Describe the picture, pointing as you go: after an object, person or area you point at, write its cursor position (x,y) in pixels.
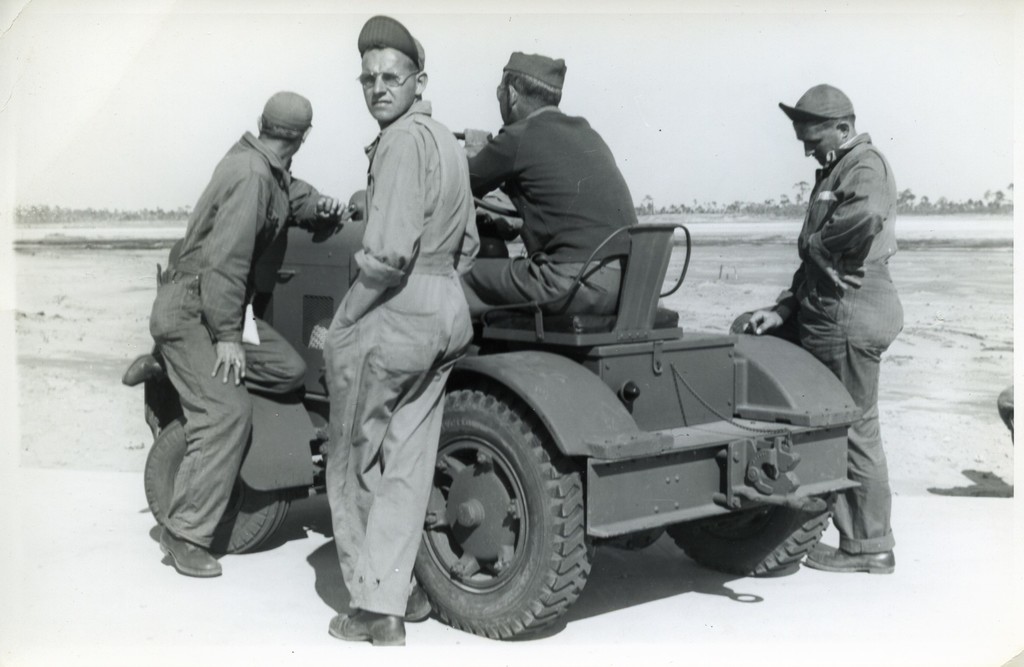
In this picture there is a man (387,507) wearing a grey color dress (371,442) standing and giving a pose into the camera. Behind there is a man (568,177) sitting on the jeep (476,457) and beside a another man (848,385) who is standing near the wheel (543,578) of the jeep (765,351). In the background (30,212) there are some small trees (804,190).
